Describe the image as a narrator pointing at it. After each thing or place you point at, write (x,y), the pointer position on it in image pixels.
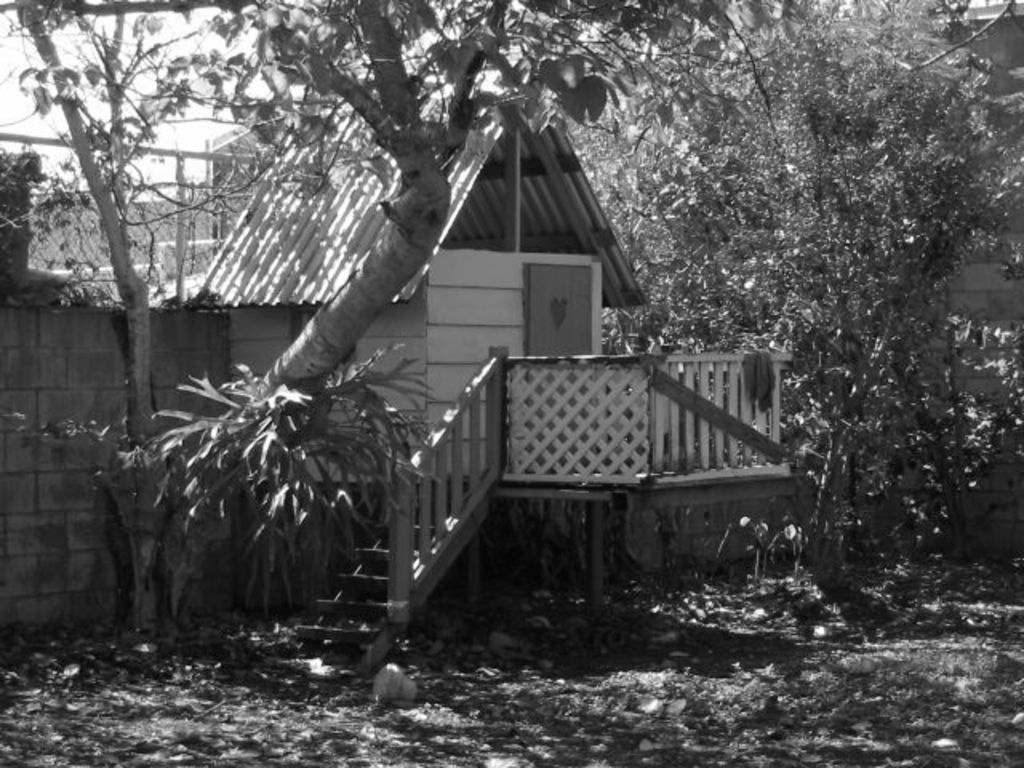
In this image I can see a house (520,477), background (93,110) I can see trees (331,93) and the sky (96,96), and the image is in black and white.
